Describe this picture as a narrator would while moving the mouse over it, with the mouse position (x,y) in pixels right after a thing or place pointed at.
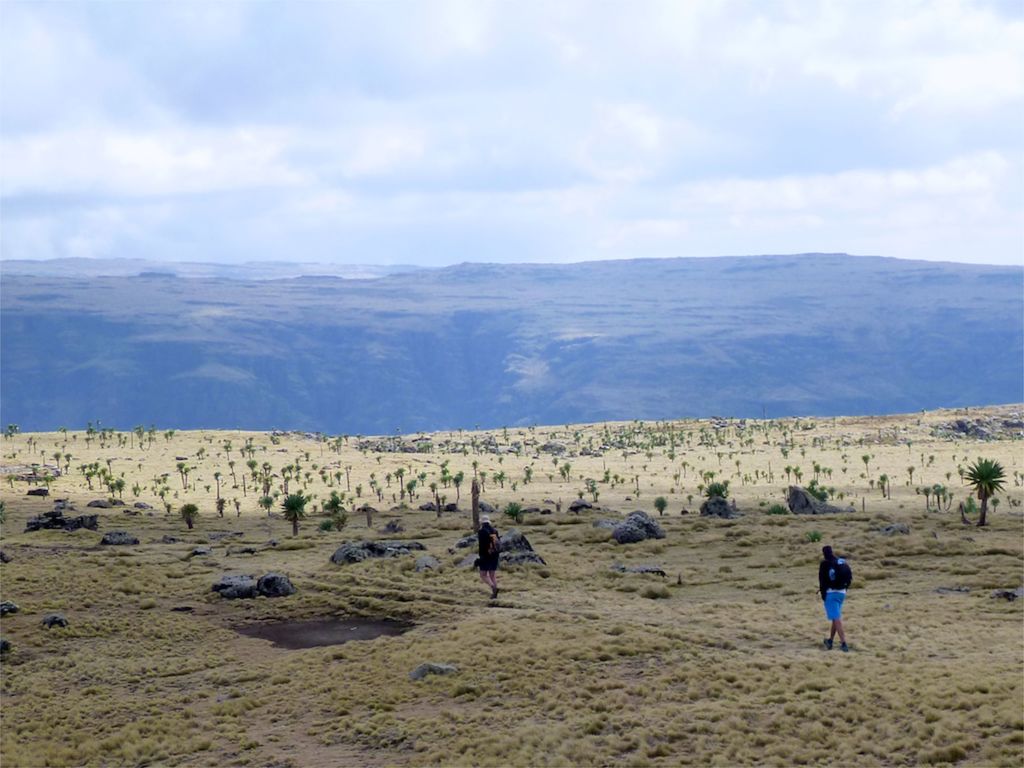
This picture shows couple of them (497,590) walking. They wore backpacks (847,584) on the back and we see trees (989,477) and few rocks (84,516) and grass (639,701) on the ground (873,687) and we see a cloudy Sky (491,214).
